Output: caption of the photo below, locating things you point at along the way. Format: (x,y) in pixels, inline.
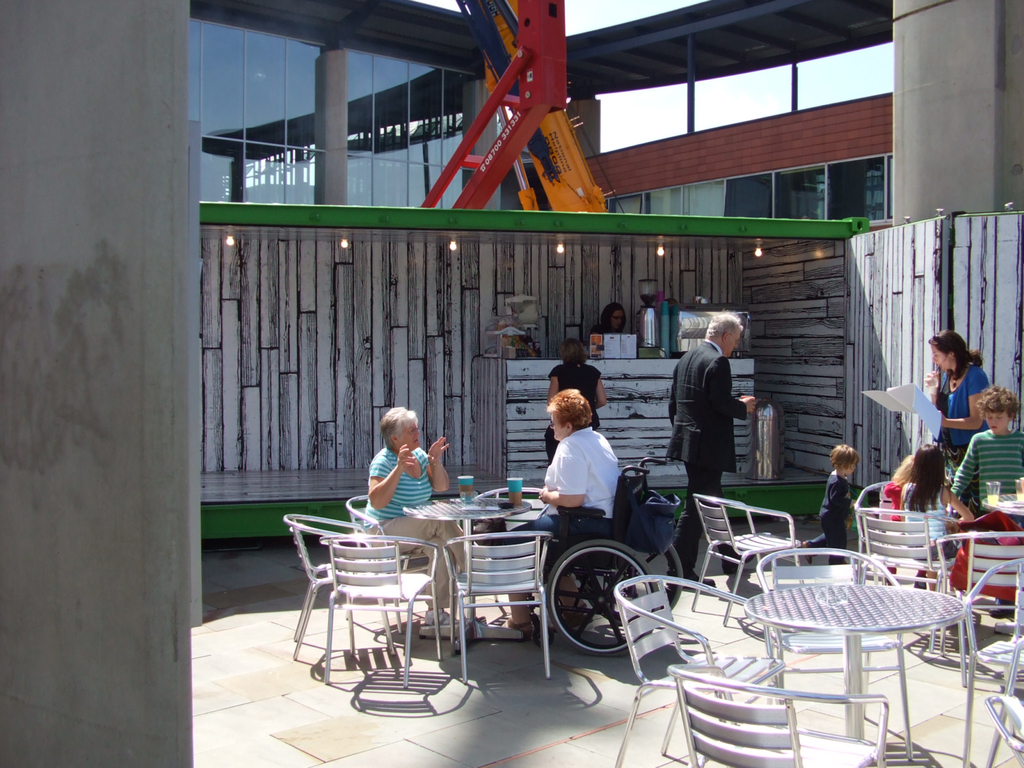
Here we can see an open place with some round tables (871,590) and chairs (840,551) and also we can see a group of people (599,404) and a cafeteria like place (566,305) where we can see the coffee stand (639,345) and also the roof (383,227) of the cafeteria (562,228) is green in color and also some bulbs (453,243).
